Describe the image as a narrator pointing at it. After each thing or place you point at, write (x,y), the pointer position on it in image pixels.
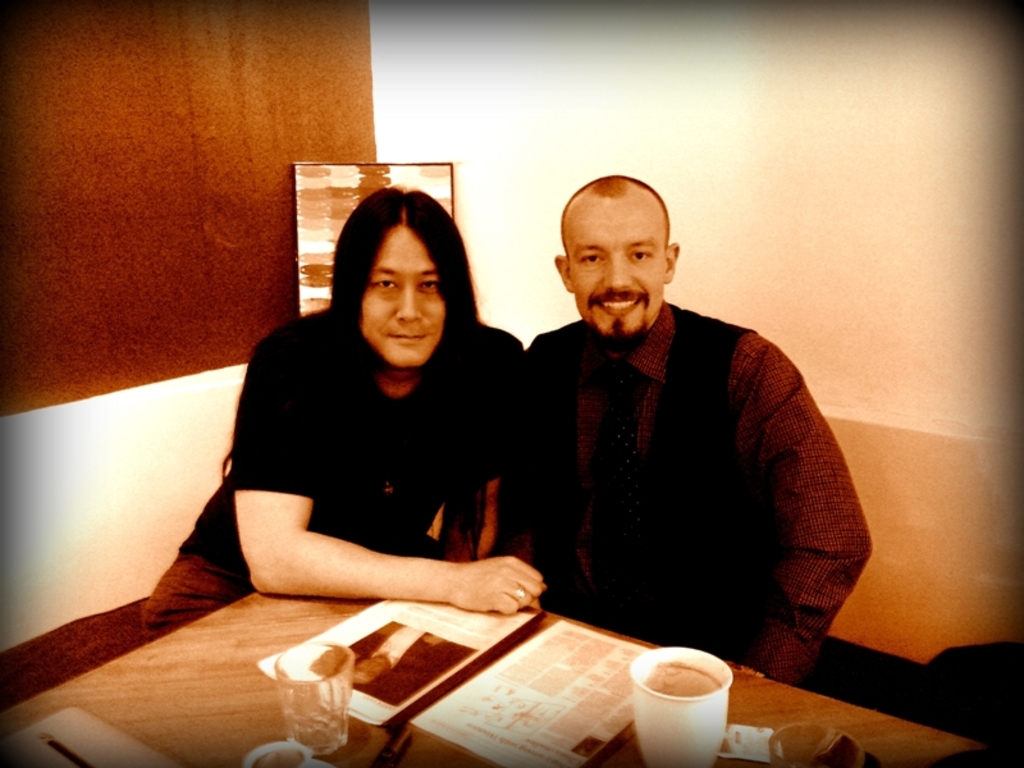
In this picture we can see two persons (411,502) sitting on the sofa (911,700). This is the table (221,702). On the table (235,694) there are papers (455,691), and glasses (699,753). On the background (806,164) there is a wall (290,235). And this is the frame (311,211).
